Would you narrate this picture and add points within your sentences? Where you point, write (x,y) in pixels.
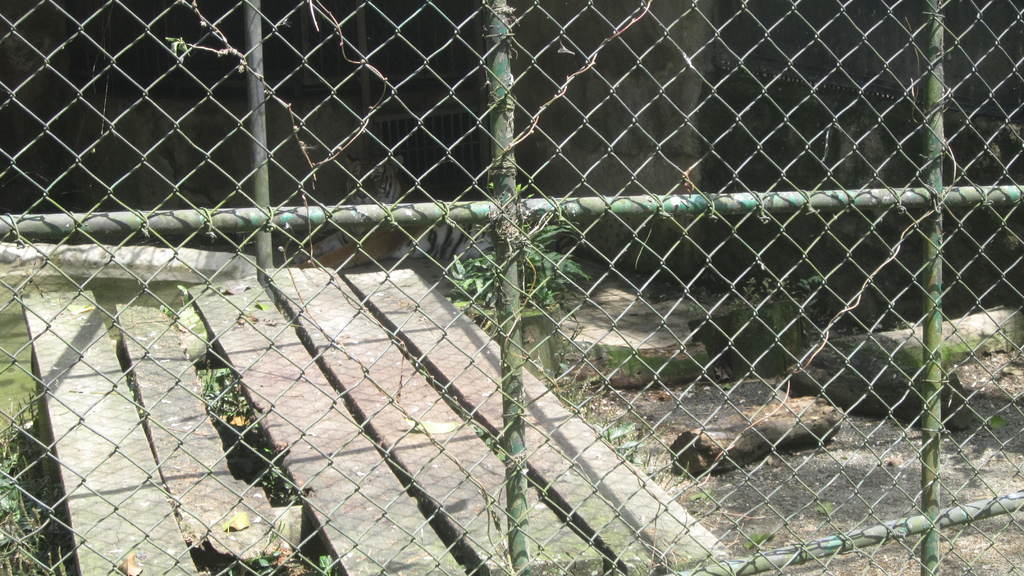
In this image I can see the railing (594,430), background (397,235) I can see an animal (444,237) and the animal (459,248) is in white and black color and I can also see few plants (495,318) in green color.
